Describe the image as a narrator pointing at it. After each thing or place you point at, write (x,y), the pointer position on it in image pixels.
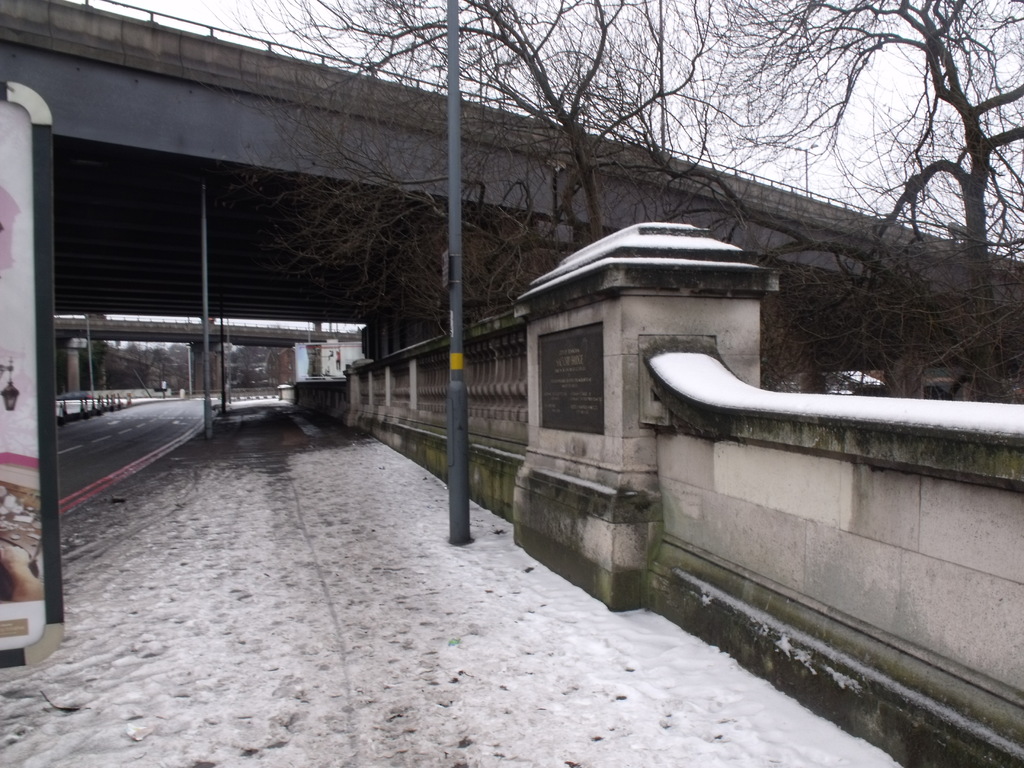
In this image, on the right side (705,454), we can see a wall (907,513), trees (957,287), vehicle (953,386) and a pole (468,466). On the left side (44,381), we can also see a hoarding (47,619) with some pictures (39,574). In the background (98,383), we can see a pole (208,374), bridge (433,149), trees (151,364), plants (143,354), building (290,360). At the top (276,29), we can see a sky (279,16), at the bottom (230,633), we can see a footpath (198,489) and a road (87,425).
